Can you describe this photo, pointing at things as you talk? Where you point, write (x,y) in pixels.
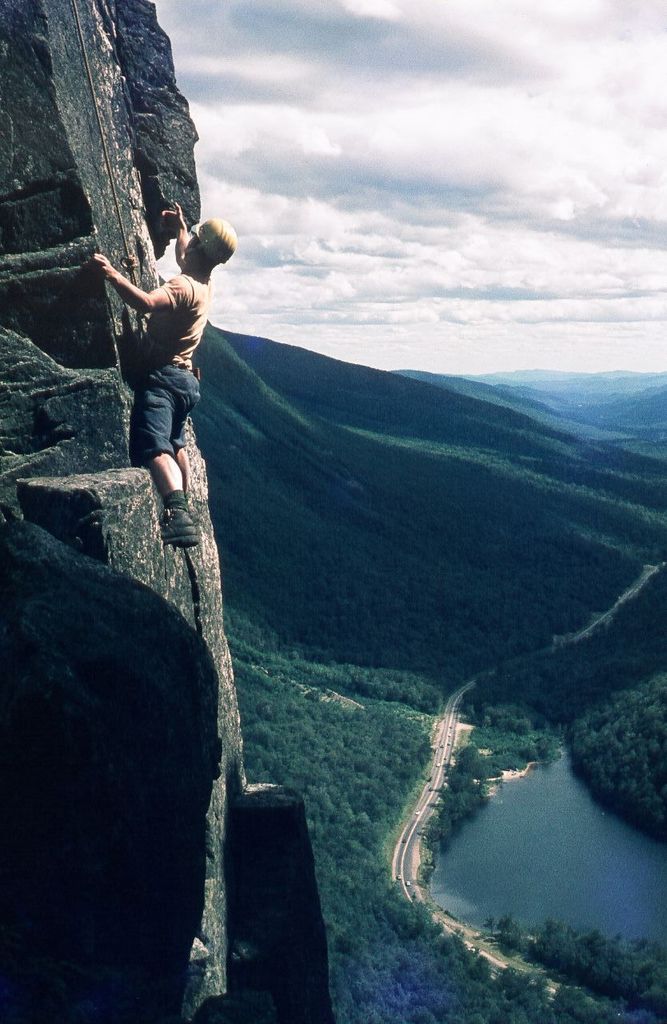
A person (178,280) is climbing a mountain (130,242) at the left (179,771). There are hills (648,486), trees (422,773), roads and vehicles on it and there is water (551,868).
